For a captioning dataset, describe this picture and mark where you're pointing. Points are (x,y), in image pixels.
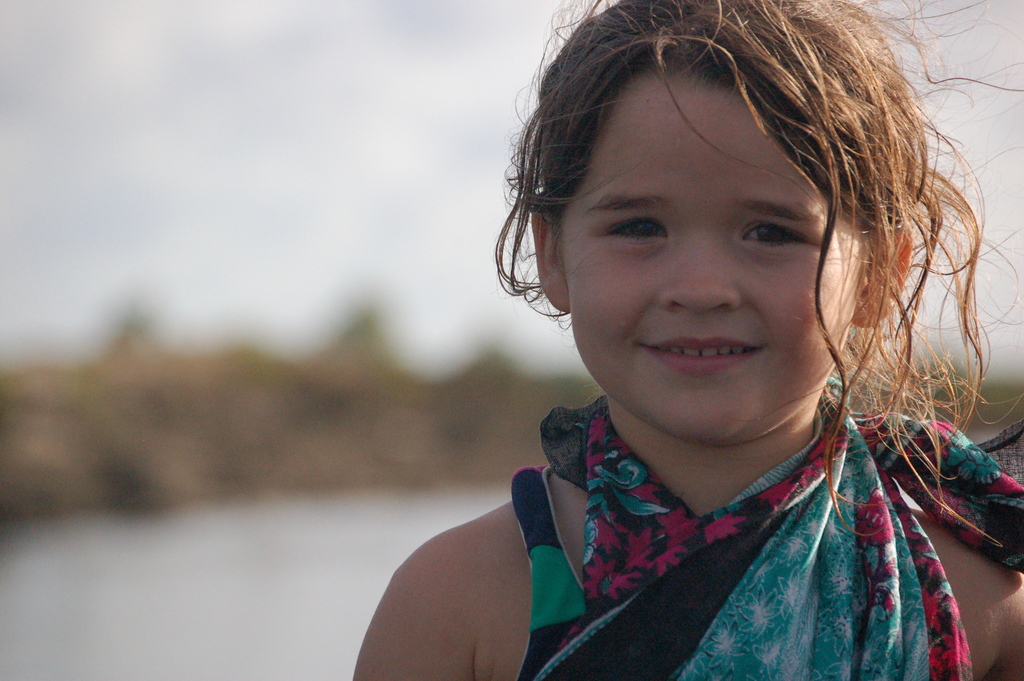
On the right side of the image (760,360) we can see a girl (585,420), she is smiling, and we can see blurry background (250,315).
